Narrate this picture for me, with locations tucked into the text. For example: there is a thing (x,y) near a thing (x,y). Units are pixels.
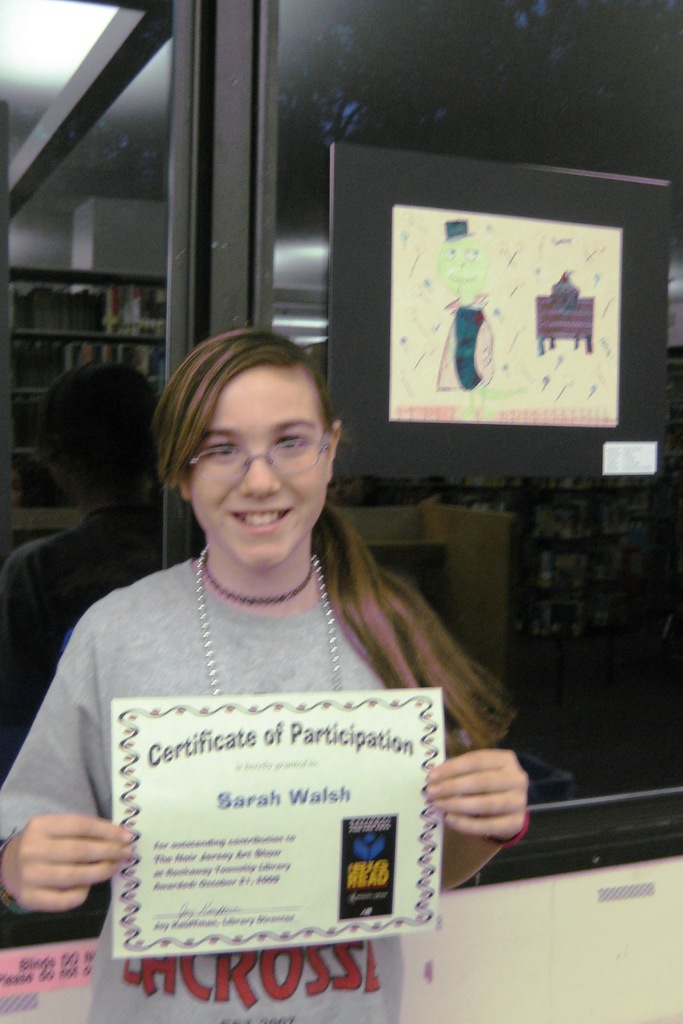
In this picture we can see a woman (302,651), she is smiling and she is holding a certificate (186,794), behind her we can see a poster (391,471) on the glass (676,431).
